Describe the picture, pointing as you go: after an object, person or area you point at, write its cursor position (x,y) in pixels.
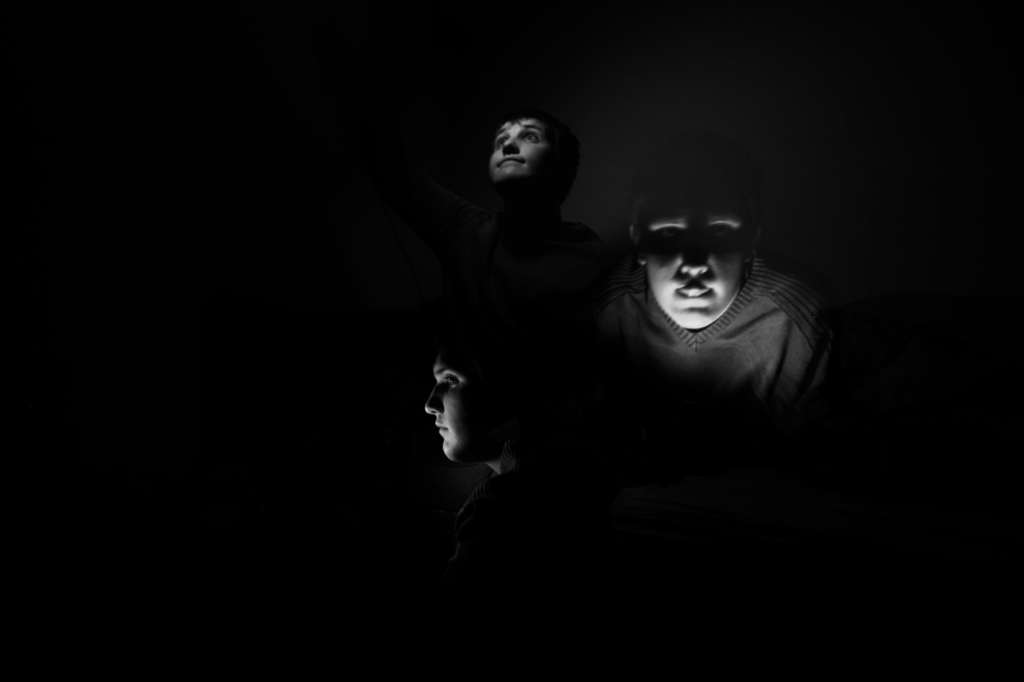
In this black and white picture there are three people (524,271). The image is dark.
